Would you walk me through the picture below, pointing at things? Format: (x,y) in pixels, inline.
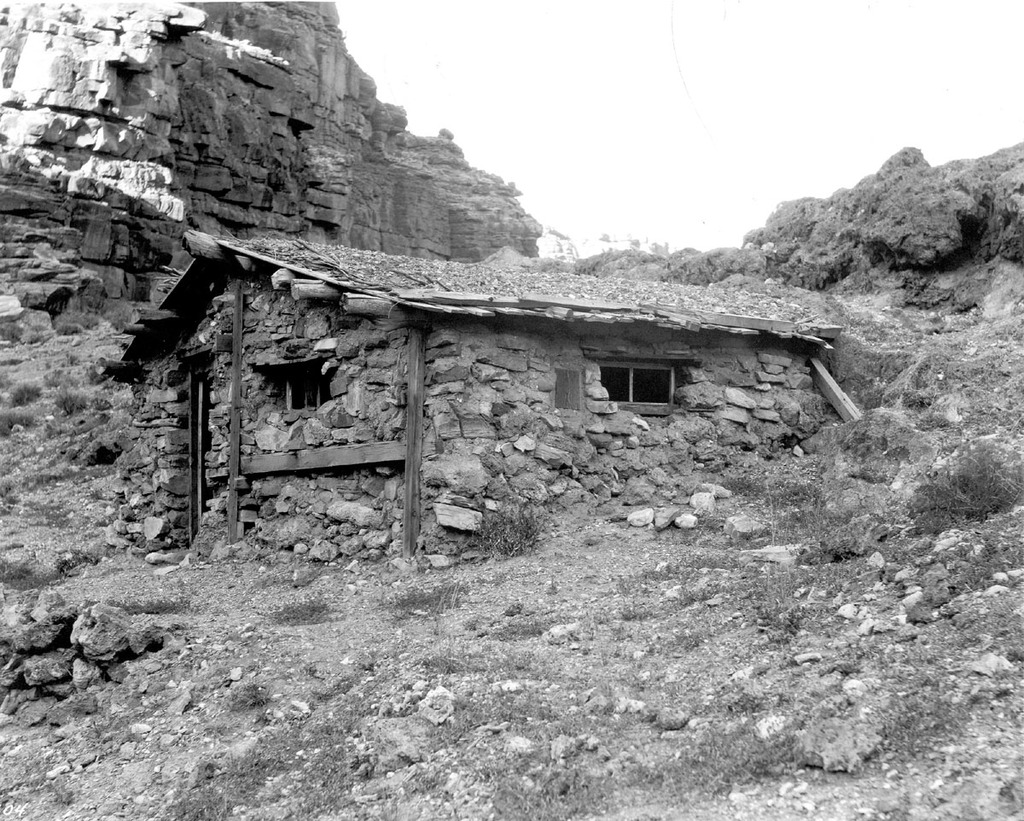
In the foreground of this black and white image, on the bottom (310,704), there is land (636,661). In the middle (539,515), there is a house (673,459) with the stone wall (507,416) and in the background (356,134), there is a rock (481,178) and the sky (701,92).
